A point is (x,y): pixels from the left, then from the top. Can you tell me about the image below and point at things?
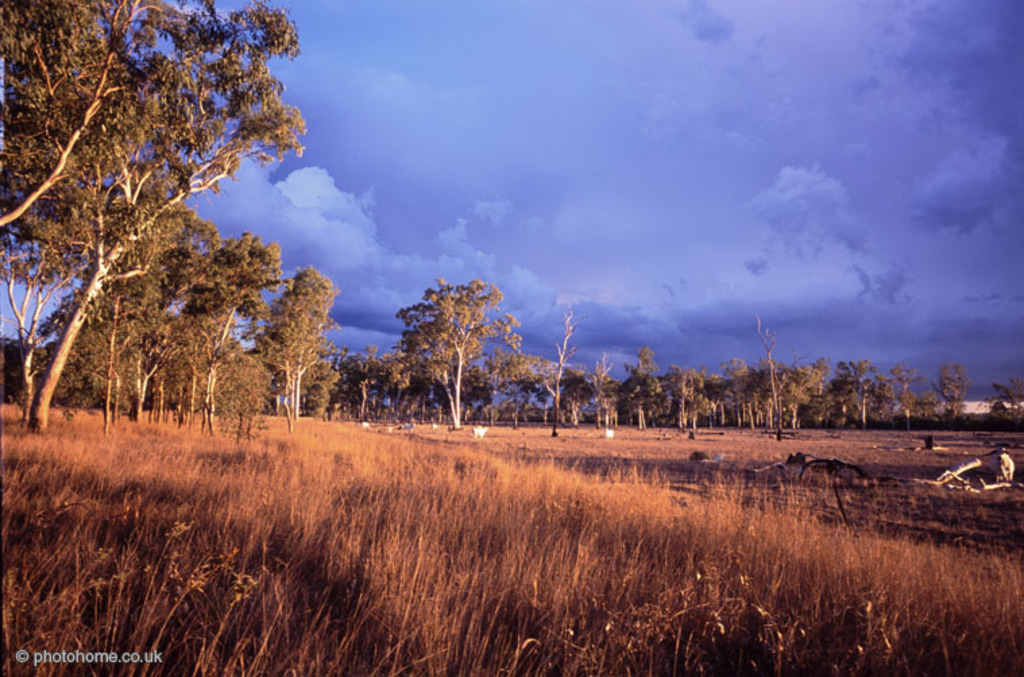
In this image, there are trees (824,383) and the dried grass (470,542). On the right side of the image (959,483), it looks like a skeleton (959,483). In the background (386,163), there is the sky (386,163). In the bottom left corner of the image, I can see a watermark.
